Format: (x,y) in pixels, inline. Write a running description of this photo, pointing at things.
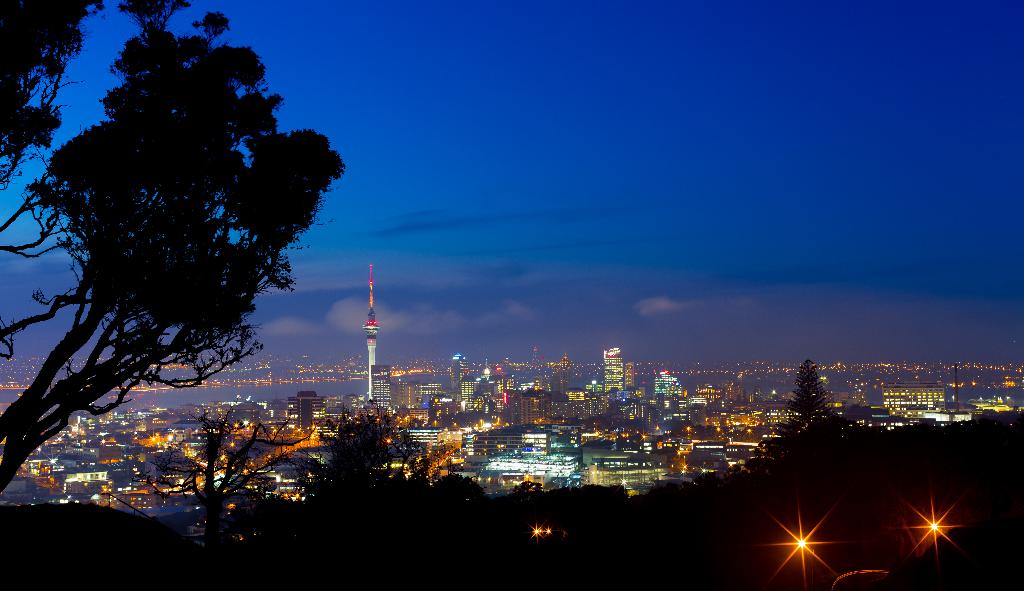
In this image we can see trees (131,205), buildings (191,441) and a river (226,392).
